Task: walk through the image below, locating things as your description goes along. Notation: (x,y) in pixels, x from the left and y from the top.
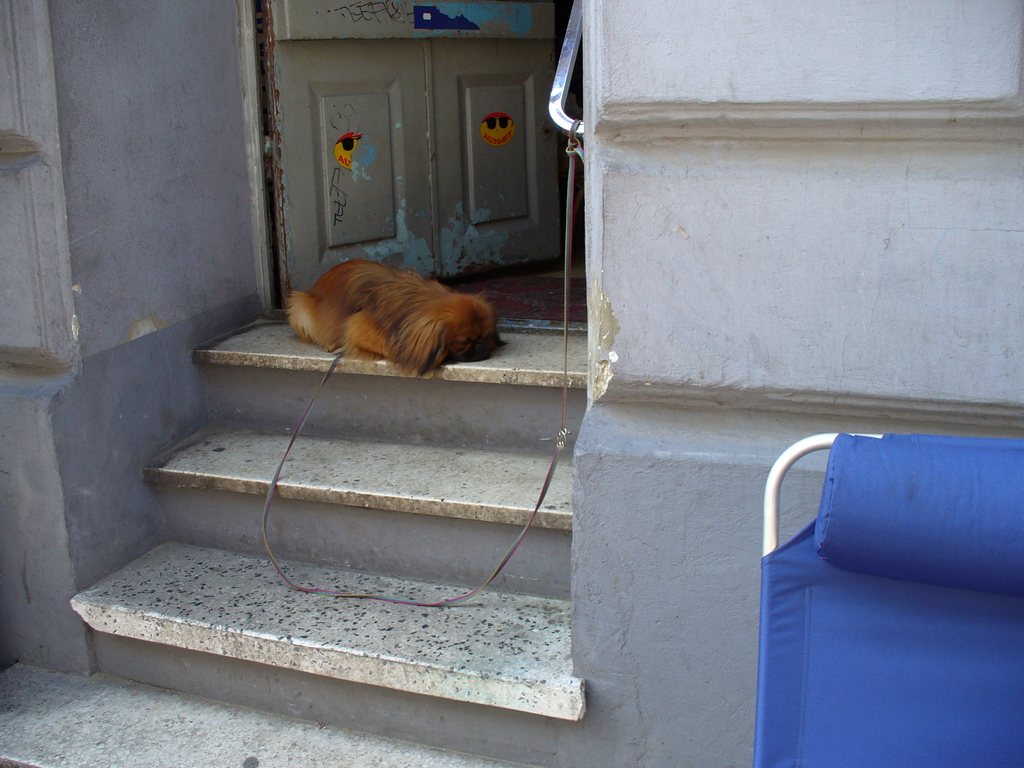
In this picture there is a dog (371,359) which is lying on the stairs (478,488), beside him there is a door (397,166). On his neck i can see the rope (566,403). At the bottom right corner (969,675) there is a blue chair (1009,558) which is kept near to the wall (859,282).
